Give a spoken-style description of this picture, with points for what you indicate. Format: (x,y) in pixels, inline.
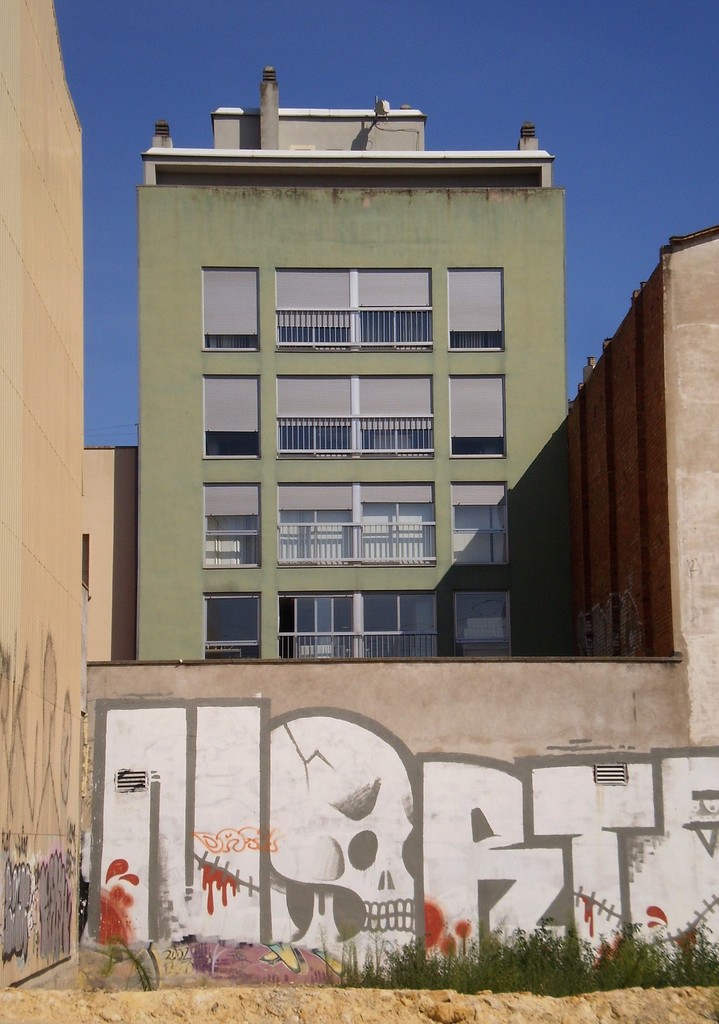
There is a painting (423,768) on the wall (354,788) as we can see at the bottom of this image (430,802), and there is a building (360,553) in the background (419,548). There is a blue sky (237,62) at the top of this image (150,107).
